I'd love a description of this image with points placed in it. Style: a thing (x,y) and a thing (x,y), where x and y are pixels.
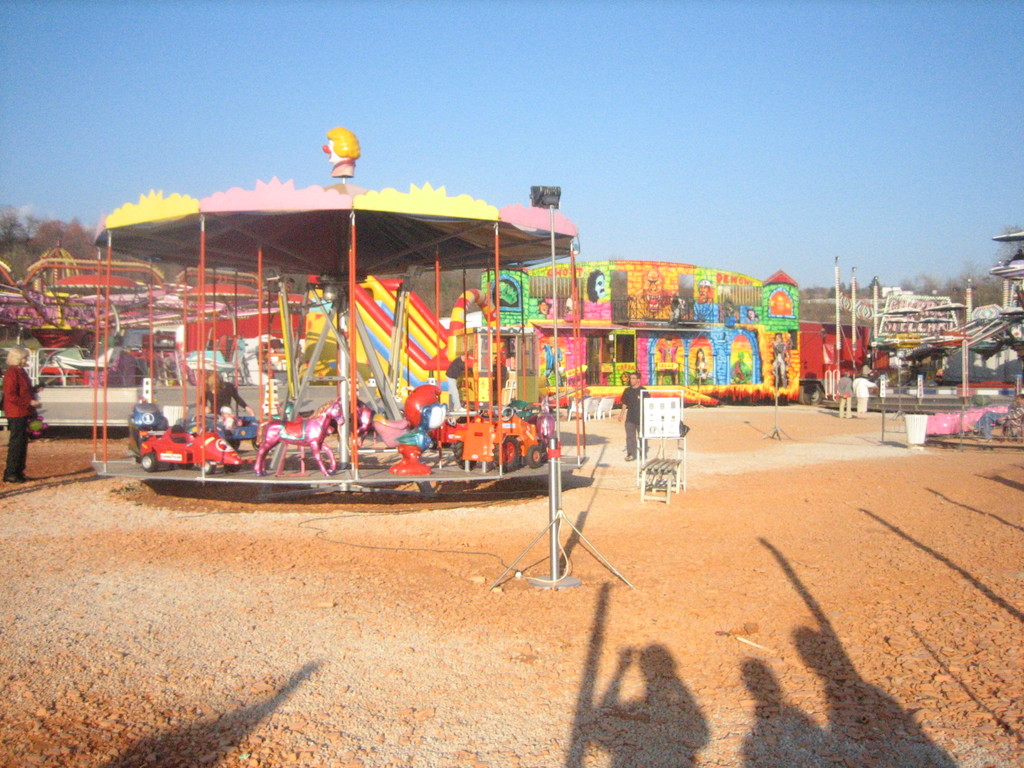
In this image I can see an exhibition. I can also see people (458,364) standing on the ground (712,549). Here I can see some metal objects (558,462) on the ground (513,508). In the background (872,118) I can see the sky (856,117).
